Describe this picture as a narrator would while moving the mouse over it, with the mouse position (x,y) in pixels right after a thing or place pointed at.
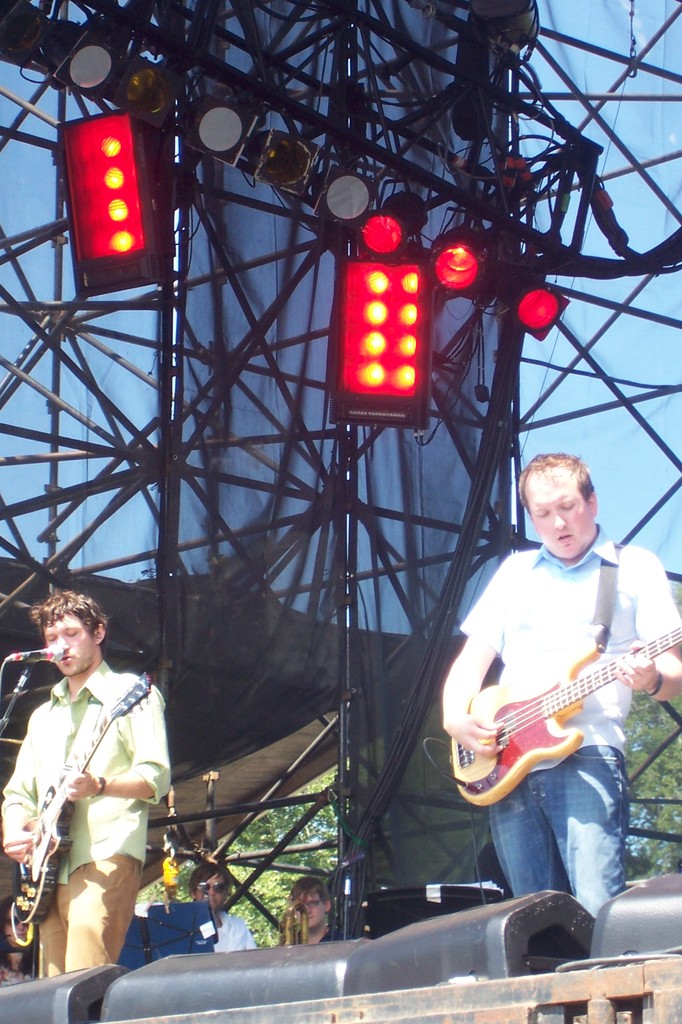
There are two mans (647,635) standing on a stage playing a guitar (566,744) behind them there are red lights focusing on them from top.
